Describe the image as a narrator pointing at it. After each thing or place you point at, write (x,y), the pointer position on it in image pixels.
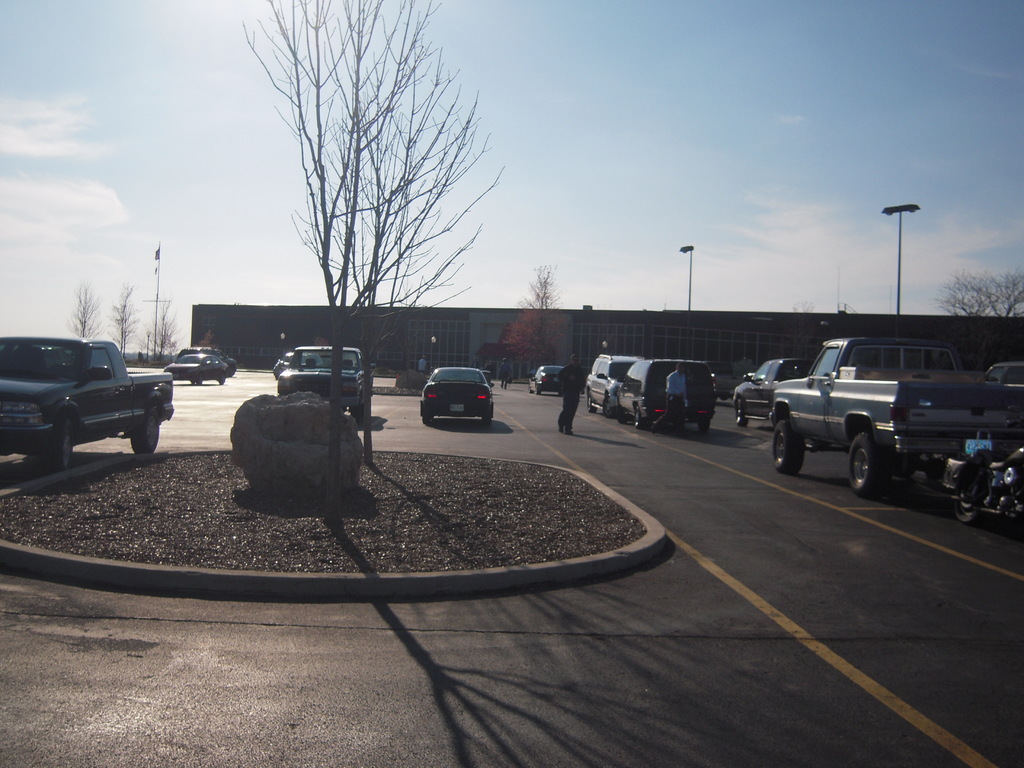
In this picture we can see a few vehicles (439,383), trees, poles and some people (579,374) on the road (270,650). We can see an oval shape object (608,533). There is a rock (319,428) and the trees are visible in the oval shape object (27,558). We can see a building (293,331) in the background (552,362). Sky (484,213) is blue in color and cloudy.
